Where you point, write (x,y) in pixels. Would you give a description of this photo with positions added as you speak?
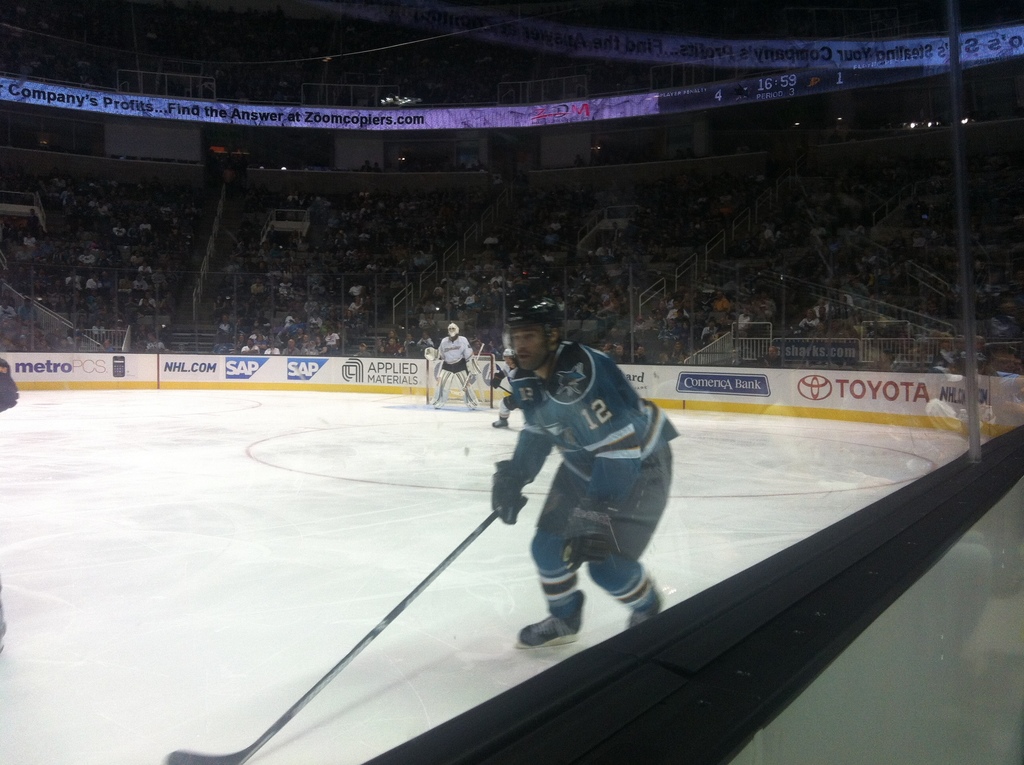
In this picture we can observe a person (548,515) playing a ice hockey in the court (258,448). He is wearing a blue color dress (529,413) and a helmet (522,314). He is holding a hockey stick (390,623) in his hand (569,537). In the background (446,371) there is another person (451,354) standing near the goal post (478,355). We can observe some people (358,280) sitting in the chairs (118,247) and watching the game in the background (391,239). On the right side (964,295) there is a pole (966,259).
